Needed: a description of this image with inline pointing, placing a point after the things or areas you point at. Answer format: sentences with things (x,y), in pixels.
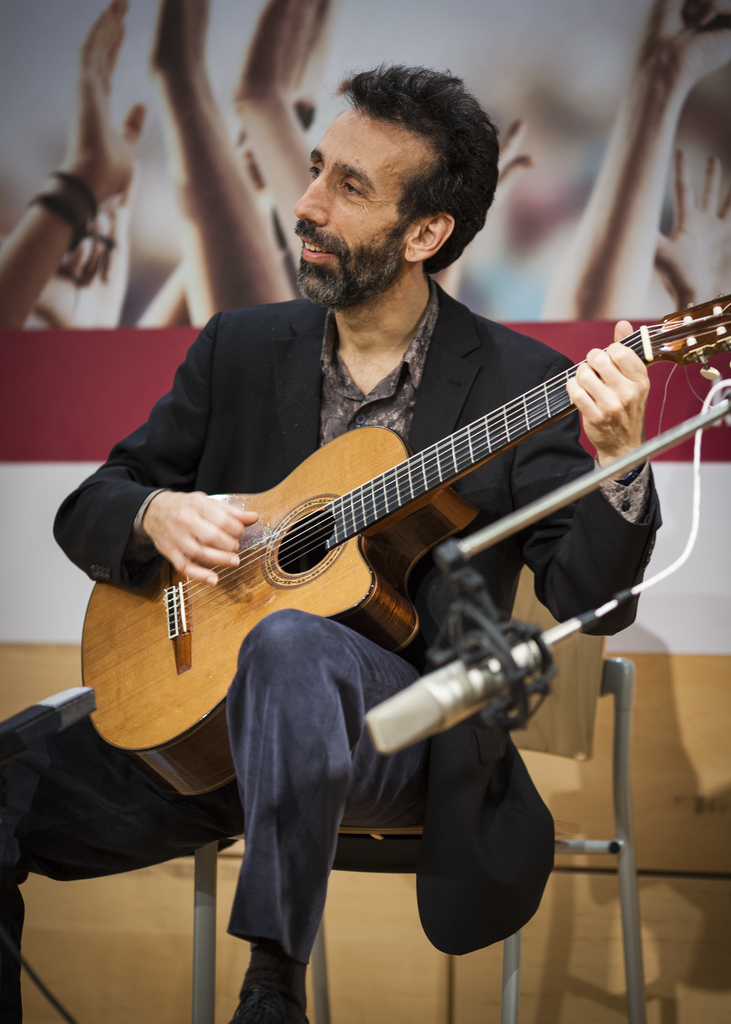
This is a picture of a man (277,431) in black blazer (273,402) was sitting on a chair (569,712) and holding a guitar (266,556) and singing a song in front of the man (360,426) there is a microphone (443,681) with stand (613,466). Behind the man (316,403) there is a banner (102,357).
